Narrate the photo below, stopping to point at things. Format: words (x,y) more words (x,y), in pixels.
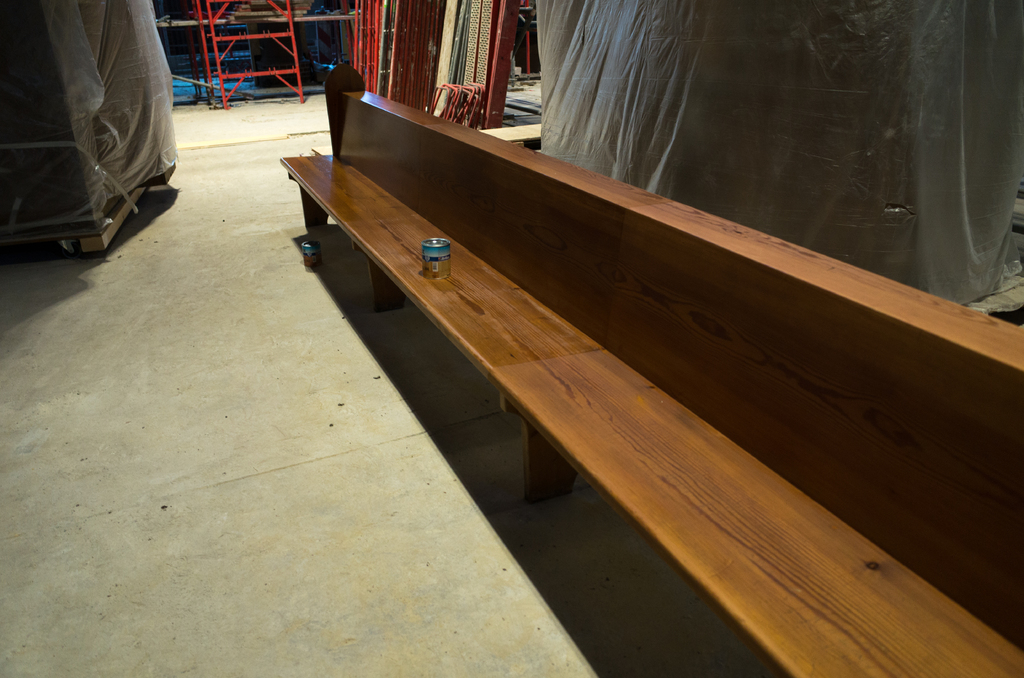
On the right side (802,401) it's a wooden bench (674,324), there are other things (345,14) at here.
